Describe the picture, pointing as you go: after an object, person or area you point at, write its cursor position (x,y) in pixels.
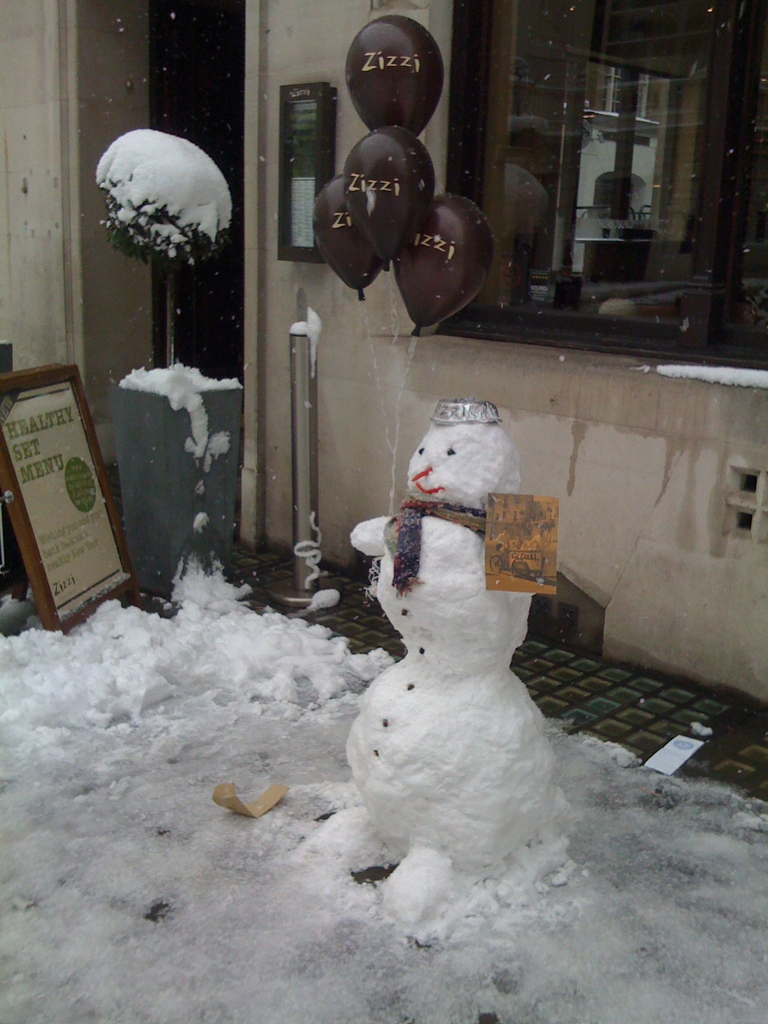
In this image we can see a snowman (424,686). Left side of the image (53,446) one board (75,505) and stand (157,392) is there. Behind the snowman (440,797) brown color balloons (403,204) and wall (394,344) is there. Bottom of the image (317,940) land (288,938) is covered with snow (374,903). Top right of the image (651,136) window (626,200) is present.
